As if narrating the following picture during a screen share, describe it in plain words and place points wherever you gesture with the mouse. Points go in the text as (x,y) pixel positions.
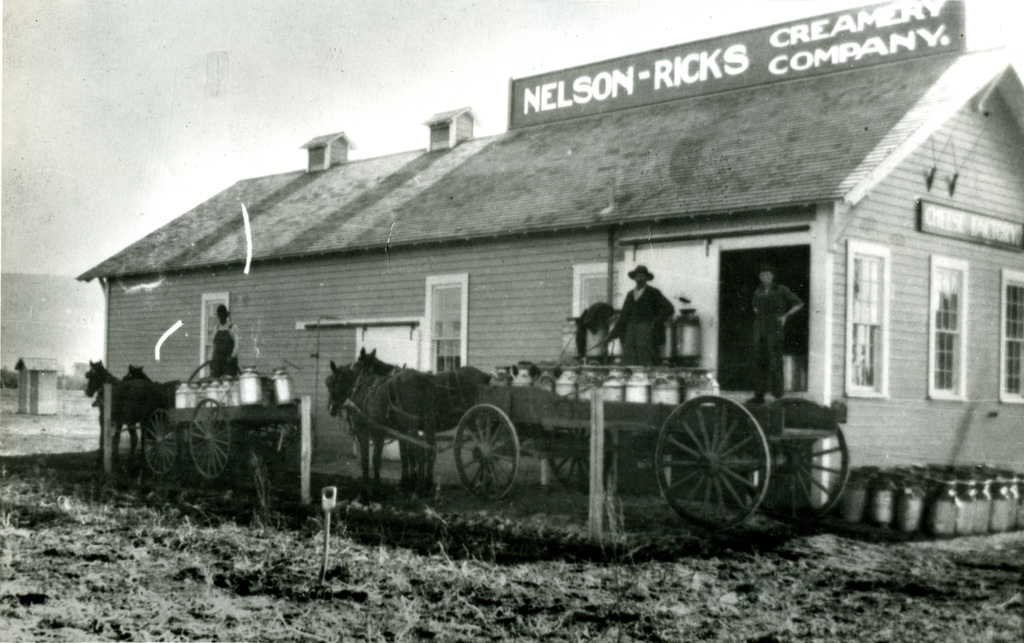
This is black and white picture, in this picture there are people (647,303) and we can see horse carts (537,413), poles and house (713,120). We can see a board (854,56) on top of a house (742,161). In the background of the image (72,370) we can see a shed (51,362) and sky (107,95).
